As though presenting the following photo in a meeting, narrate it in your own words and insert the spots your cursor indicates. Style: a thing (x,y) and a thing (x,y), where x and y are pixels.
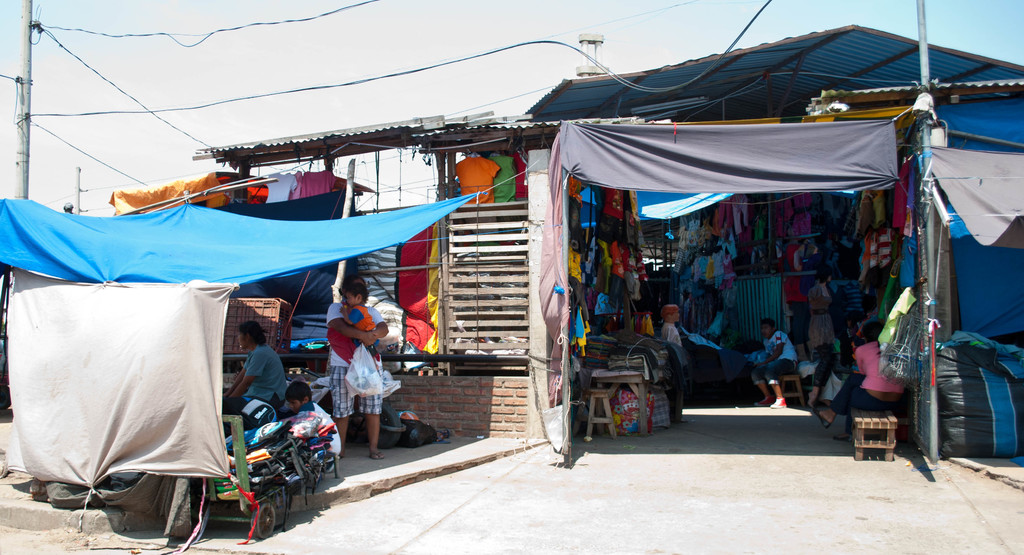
In this image we can see a store (715,196) in the image. There are few people (858,374) are sitting. A person (350,357) is standing and carrying a baby (359,323) and an object (362,391). There are many clothes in a store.
